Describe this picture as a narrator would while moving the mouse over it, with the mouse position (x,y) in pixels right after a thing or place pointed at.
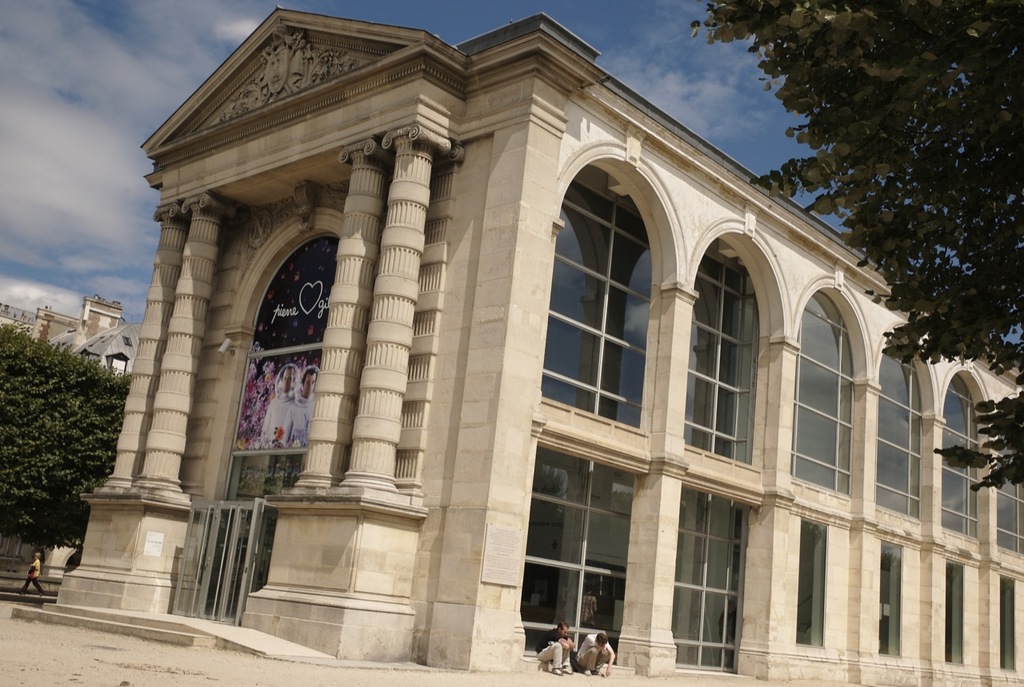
As we can see in the image there are buildings (478,432), windows (881,563), door (229,569), trees (25,541), sky (672,7) and clouds (174,32). There are few people (604,644) sitting in the front (576,643).
